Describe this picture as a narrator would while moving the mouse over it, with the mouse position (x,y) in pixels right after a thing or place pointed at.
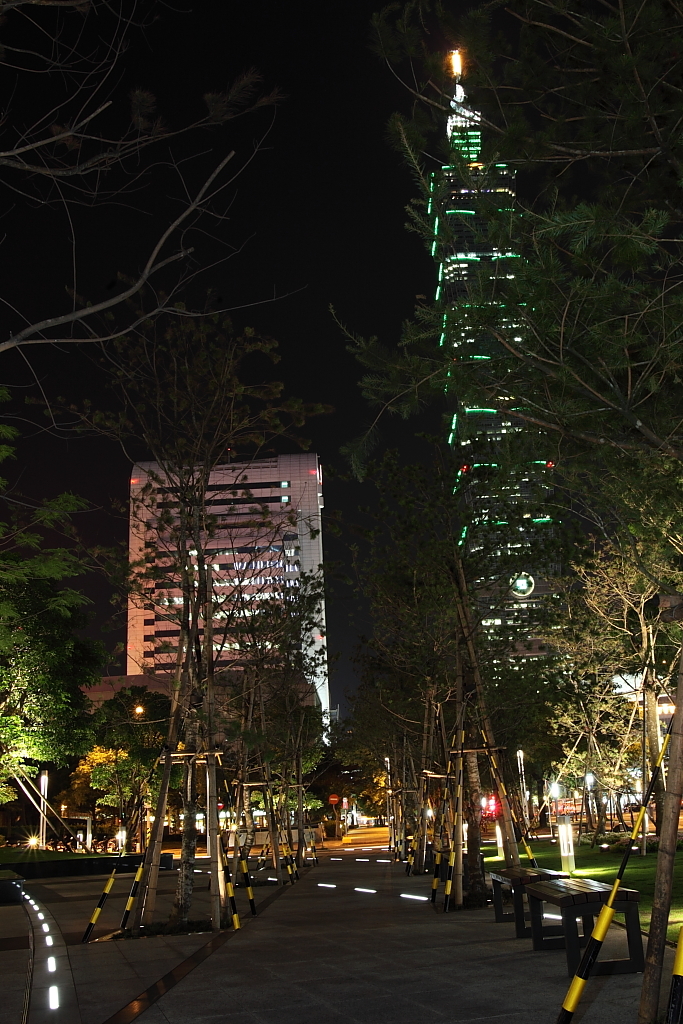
In this image in the middle (299,541), there are trees (301,610), buildings (325,600), lights (367,819), road (329,841). At the bottom (282,813) there are benches (564,902), trees (639,736) and road (263,971).
